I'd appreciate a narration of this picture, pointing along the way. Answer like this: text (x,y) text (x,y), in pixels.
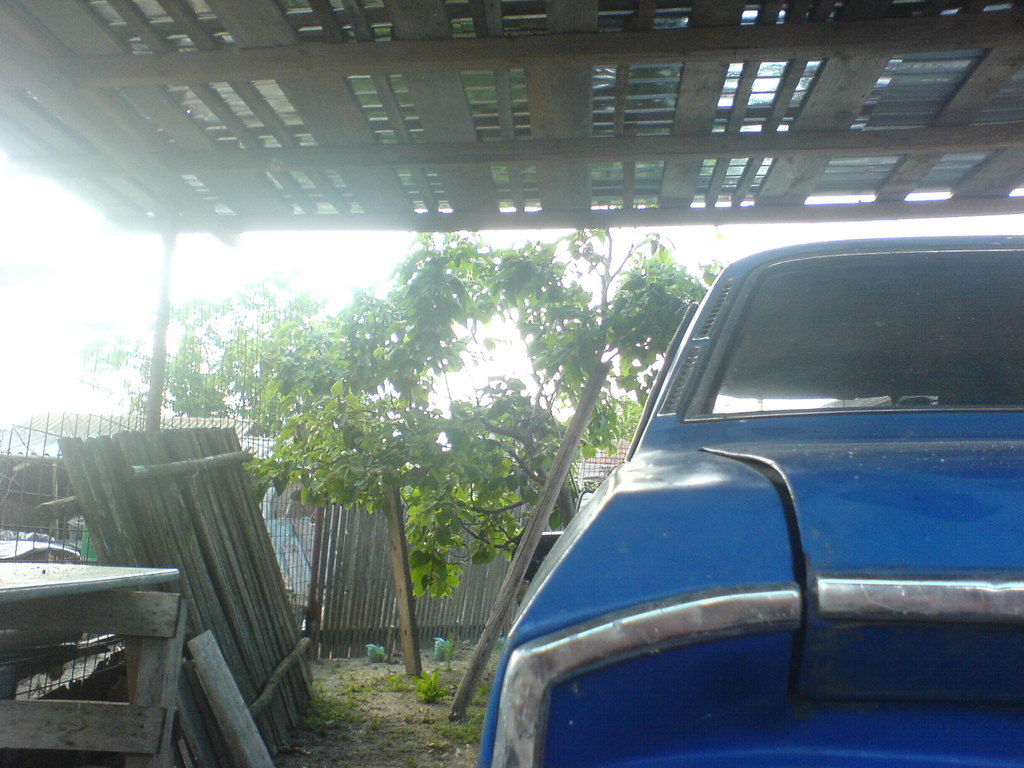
In the picture we can see a part of the car (627,669) which is blue in color placed under the shed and beside it, we can see railing (264,674) and in the background (418,316), we can see some trees (431,595) and behind it we can see a part of the sky (152,249).
